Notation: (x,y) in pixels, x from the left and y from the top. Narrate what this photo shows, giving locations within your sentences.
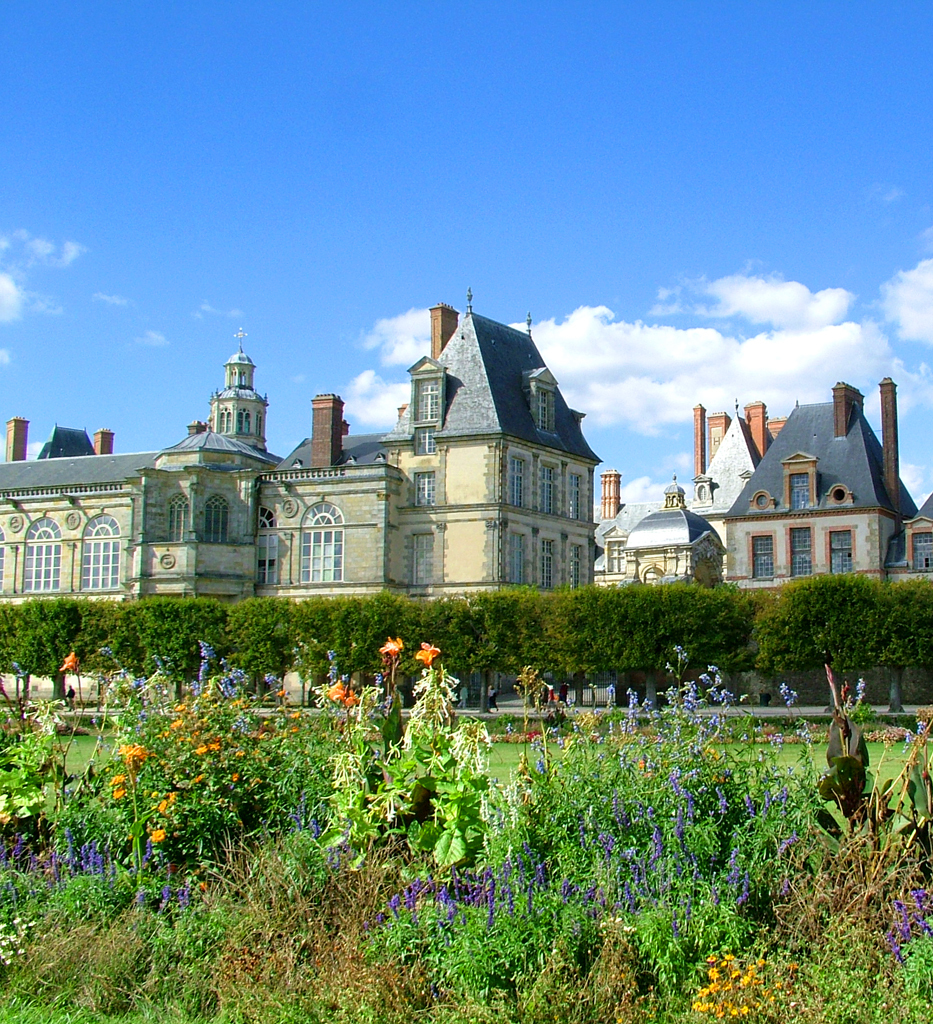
In this image I can see few plants (463,824) which are green in color and few flowers (524,866) which are purple and orange in color. In the background (652,687) I can see few trees (497,636), few buildings (335,544) and the sky (645,187).
